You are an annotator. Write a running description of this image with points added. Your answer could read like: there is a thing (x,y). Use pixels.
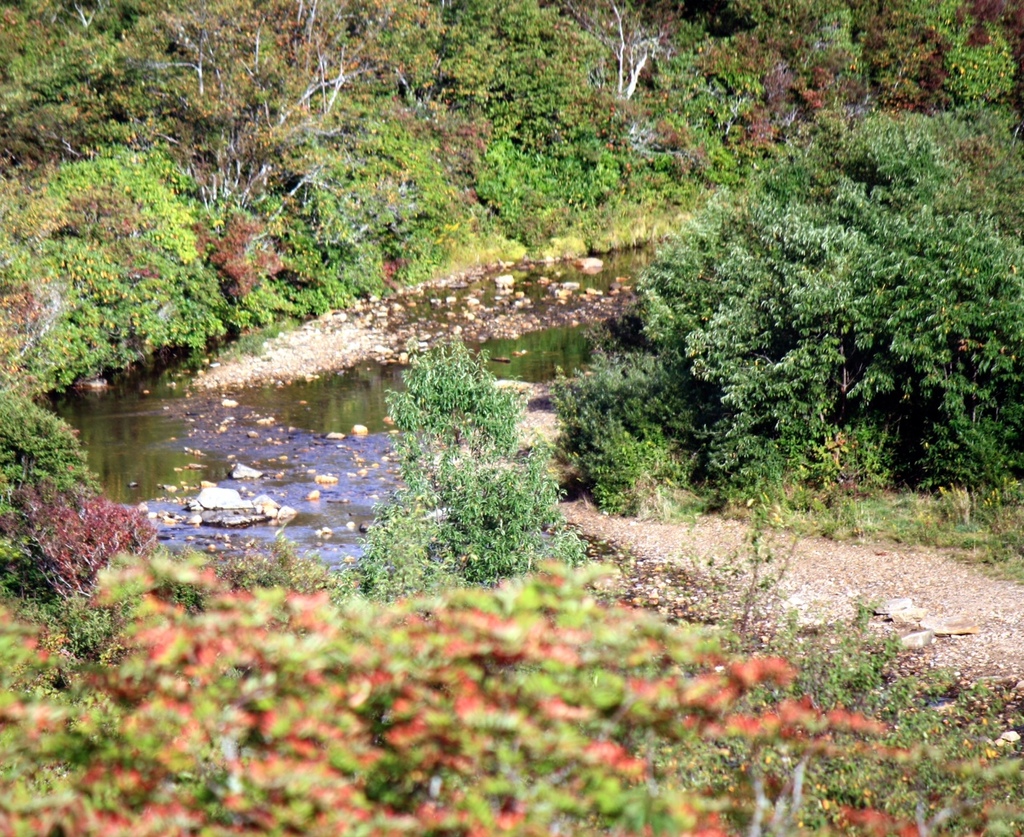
In this image there are many plants (514,229), trees (526,116), stones (365,426), water (351,395) and land (678,569).
